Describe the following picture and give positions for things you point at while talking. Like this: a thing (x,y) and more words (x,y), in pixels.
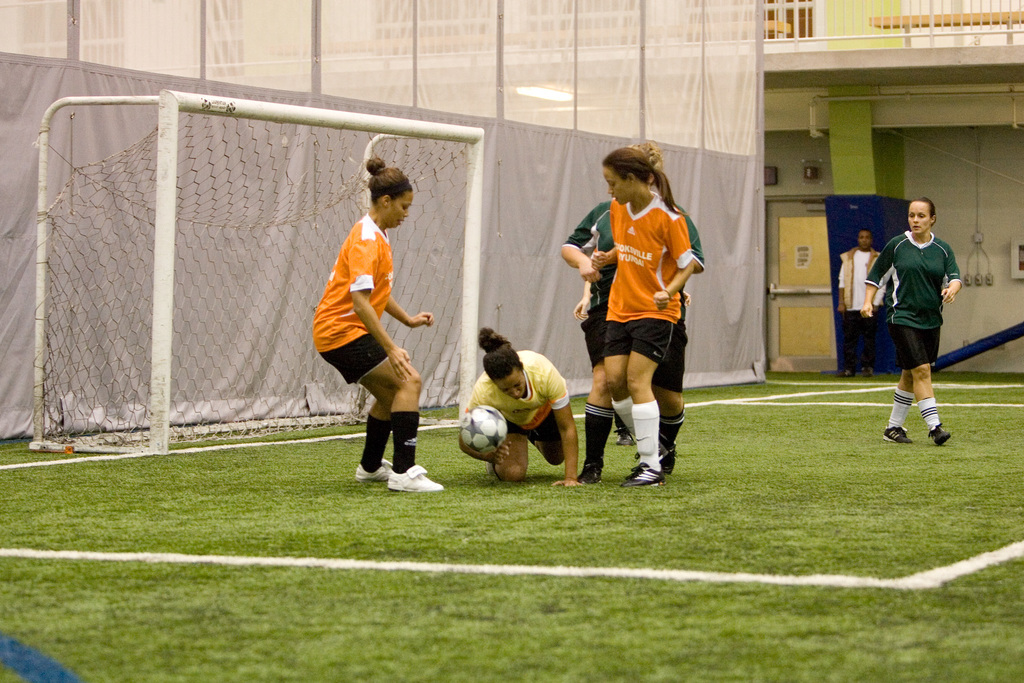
In this image I can see the group of people (630,424) on the ground (698,521). Among them one person (501,403) is holding the ball (495,414). In the background (192,217) there is a net (220,253).
